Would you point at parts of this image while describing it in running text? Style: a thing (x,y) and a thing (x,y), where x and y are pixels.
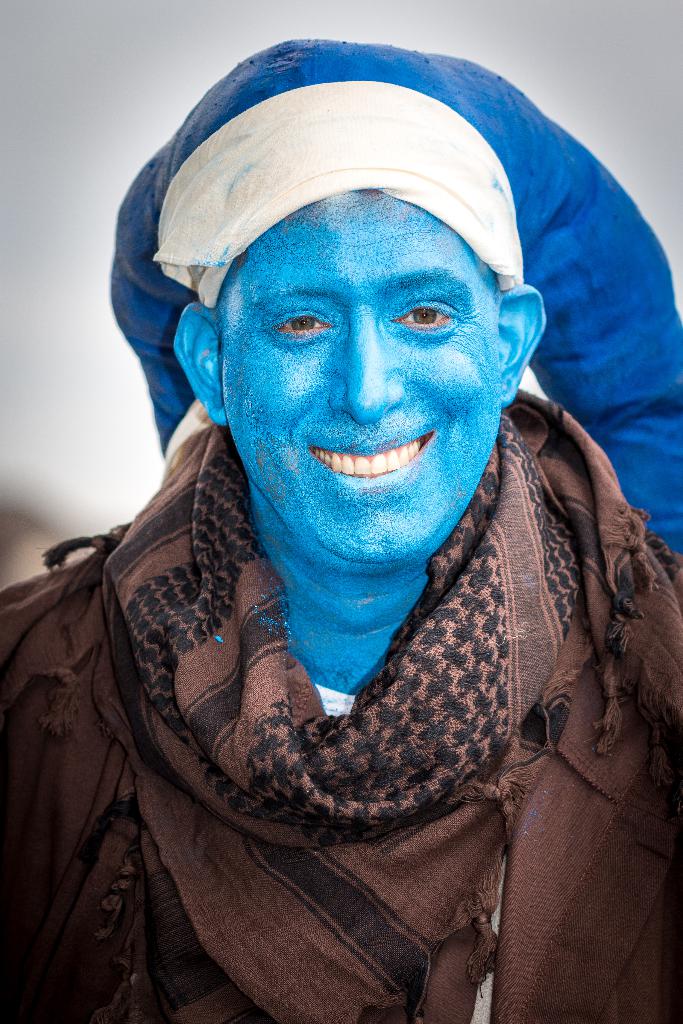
In the middle of the image (396,516) we can see a man (396,516), he is smiling, and we can see blue color painting (413,400) on the face (409,408).
